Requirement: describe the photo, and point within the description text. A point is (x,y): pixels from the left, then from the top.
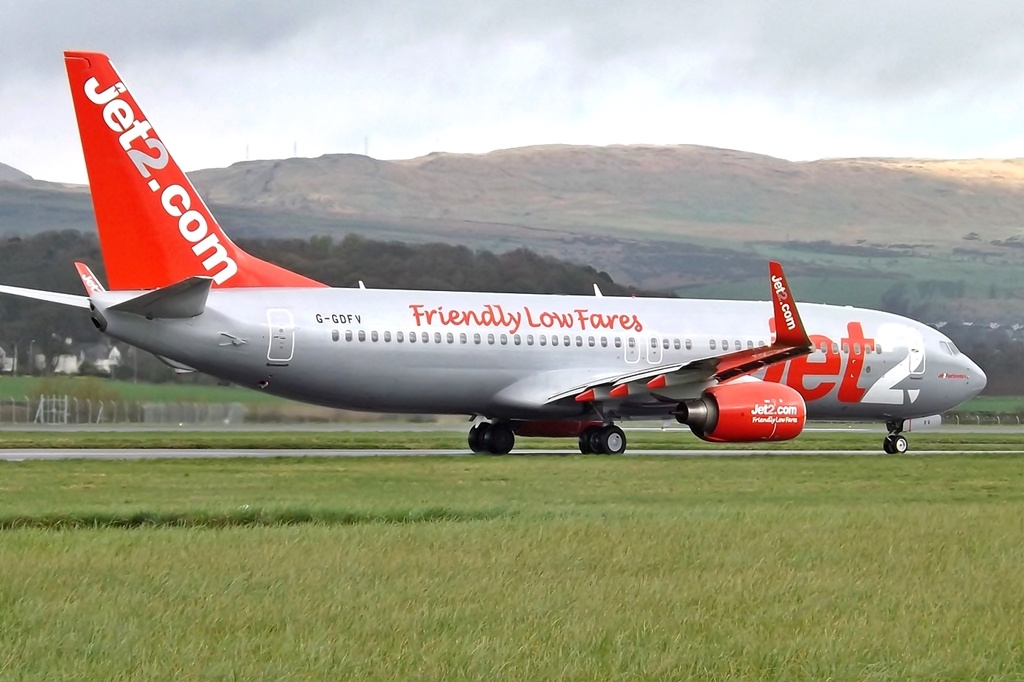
In this picture we can see an airplane (447,365) on the ground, beside this ground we can see grass (502,584), fence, houses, trees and in the background (821,211) we can see mountains (793,288), sky (830,153).
